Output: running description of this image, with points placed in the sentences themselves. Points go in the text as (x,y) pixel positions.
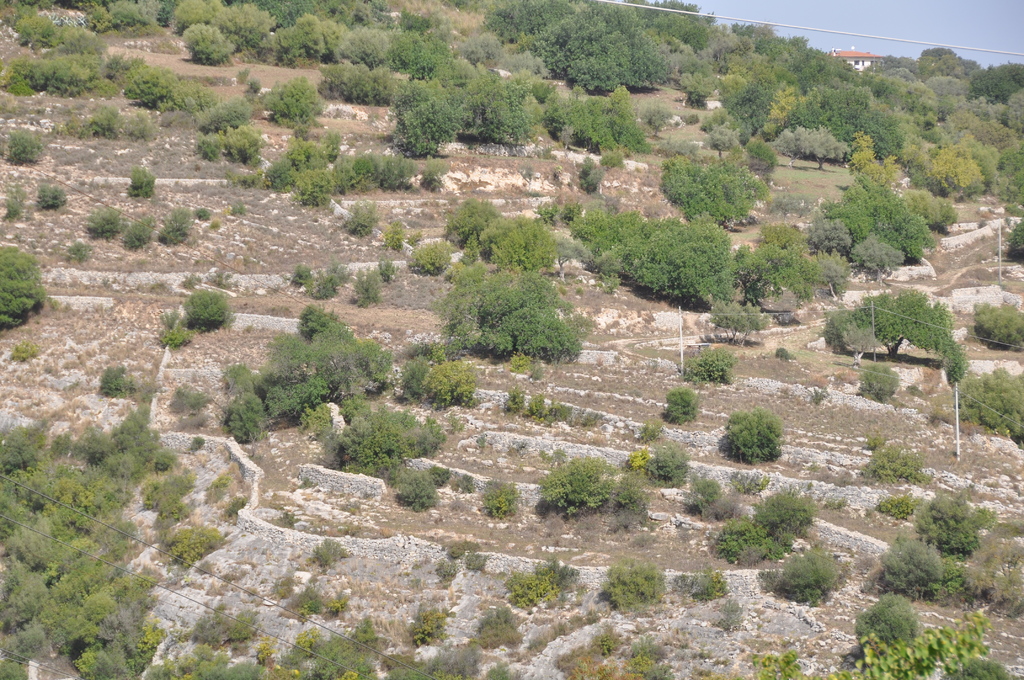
In the image we can see there are trees (989,405) on the ground (331,505) and behind there is a building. There is a clear sky (818,24).
